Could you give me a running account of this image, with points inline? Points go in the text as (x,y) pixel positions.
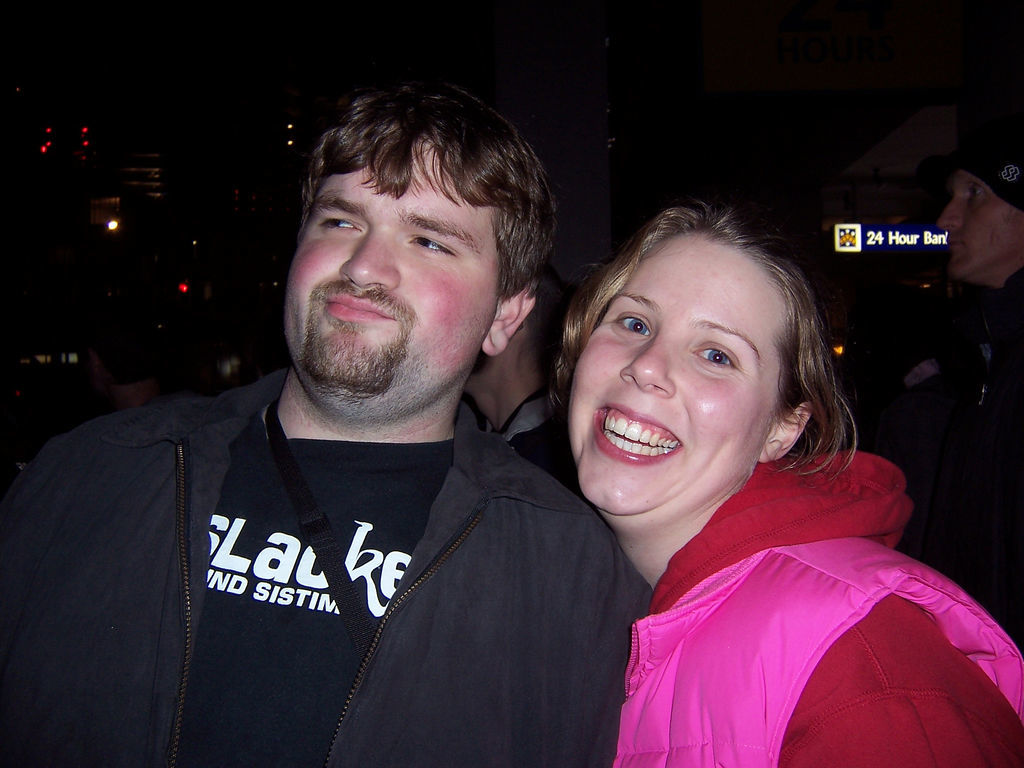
In this image we can see the two people (491,602) smiling pose. And the background (215,355) is black with some lights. And some text (904,240) side is written on backside. And one person (963,227) is there wearing cap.
